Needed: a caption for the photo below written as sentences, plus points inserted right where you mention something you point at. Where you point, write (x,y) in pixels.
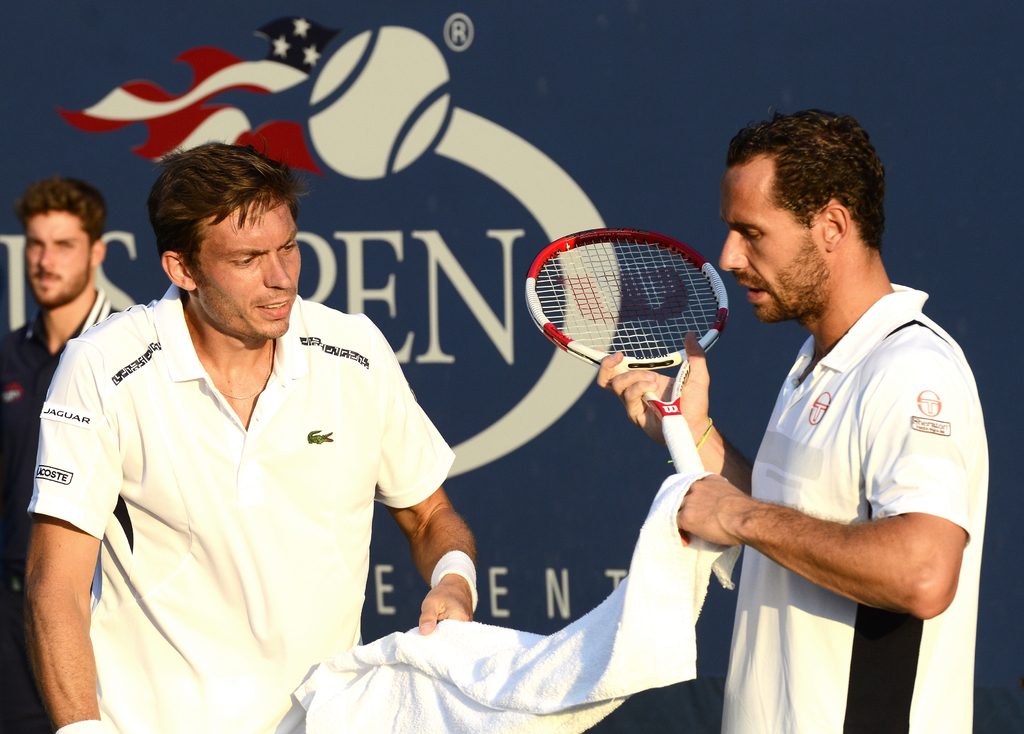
In this image there is a man (243,271) standing and holding a cloth (394,710), another man (788,193) standing and holding a tennis racket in his hand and in back ground (39,184) there is another person (20,434) standing and a hoarding (375,276).
